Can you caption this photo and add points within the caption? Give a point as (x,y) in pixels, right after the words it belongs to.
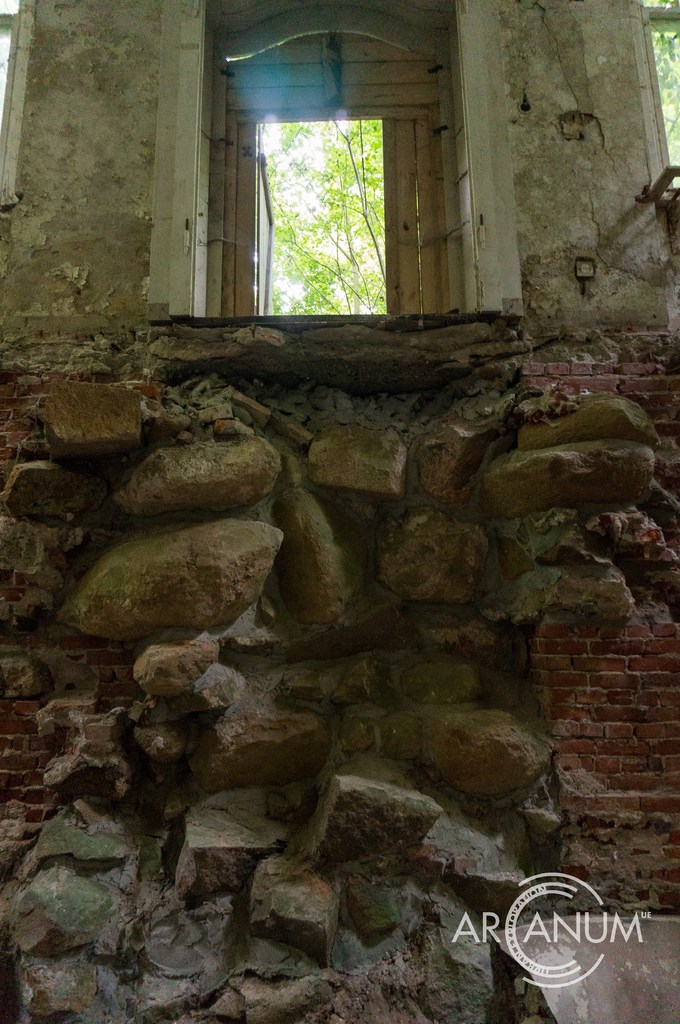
It is a picture where there are many rocks (426,677) and above the rocks (413,542) there is a room (523,313) it is made up of cement (587,219), outside the room (264,219) there are some trees (334,267) and sky (316,188).
